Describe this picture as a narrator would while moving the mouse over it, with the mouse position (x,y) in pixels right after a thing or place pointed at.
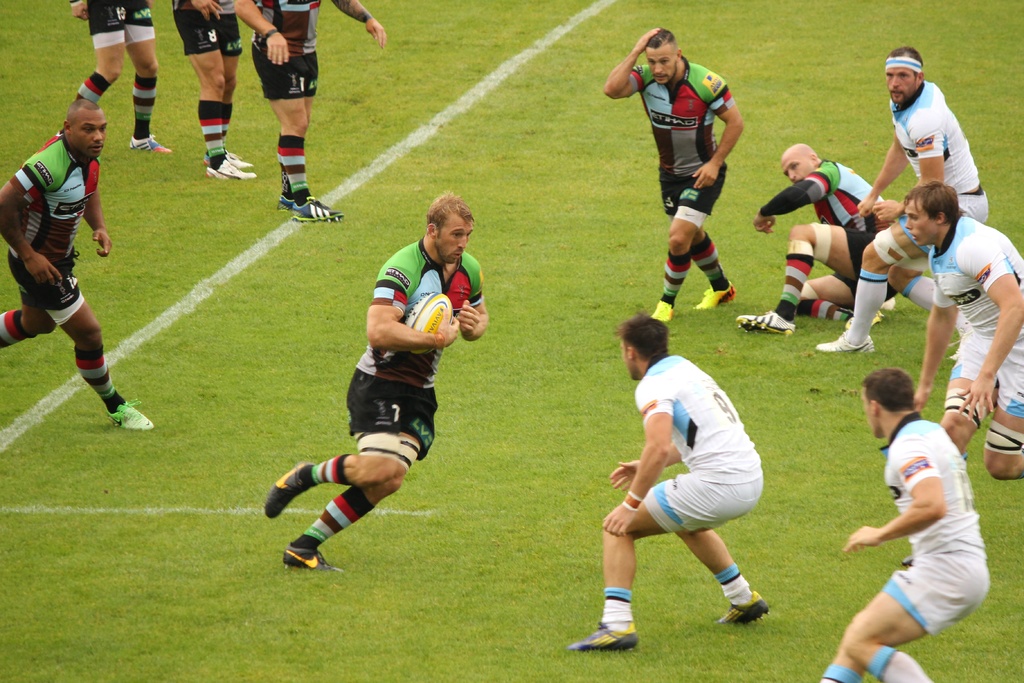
A group of people (911,295) are standing on a grass (273,577). This people (64,237) are running, as there is a leg movement. This man (381,321) is holding a ball (436,328).
